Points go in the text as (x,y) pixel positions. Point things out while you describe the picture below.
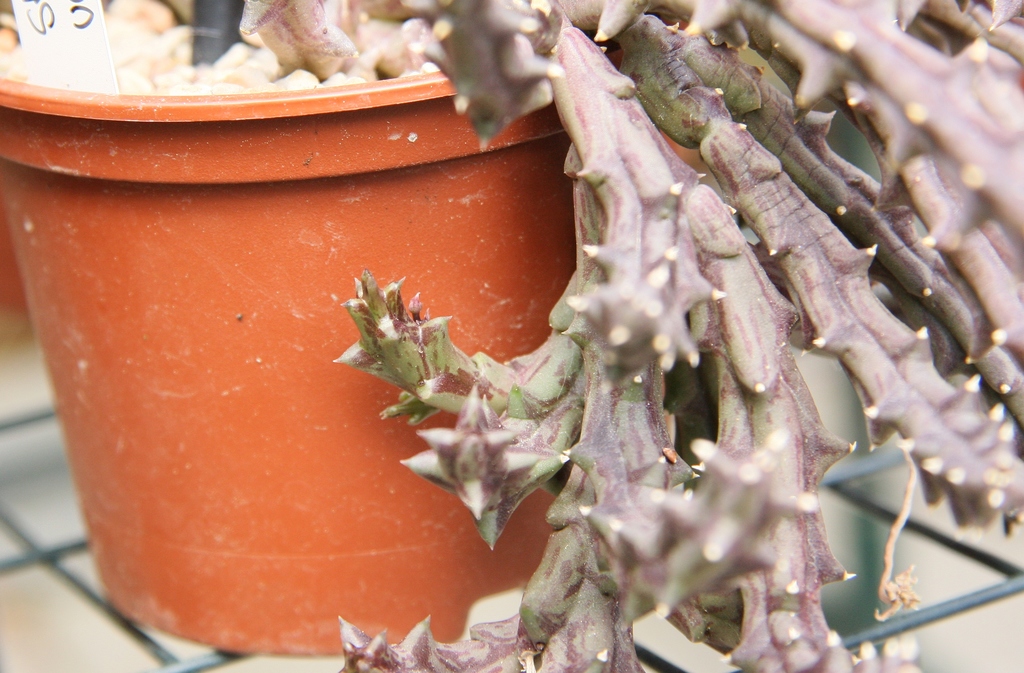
In this image we can see a flower pot (356,100) with a plant (1012,179) and there is a grill (1012,568) under the flower pot (328,156).
